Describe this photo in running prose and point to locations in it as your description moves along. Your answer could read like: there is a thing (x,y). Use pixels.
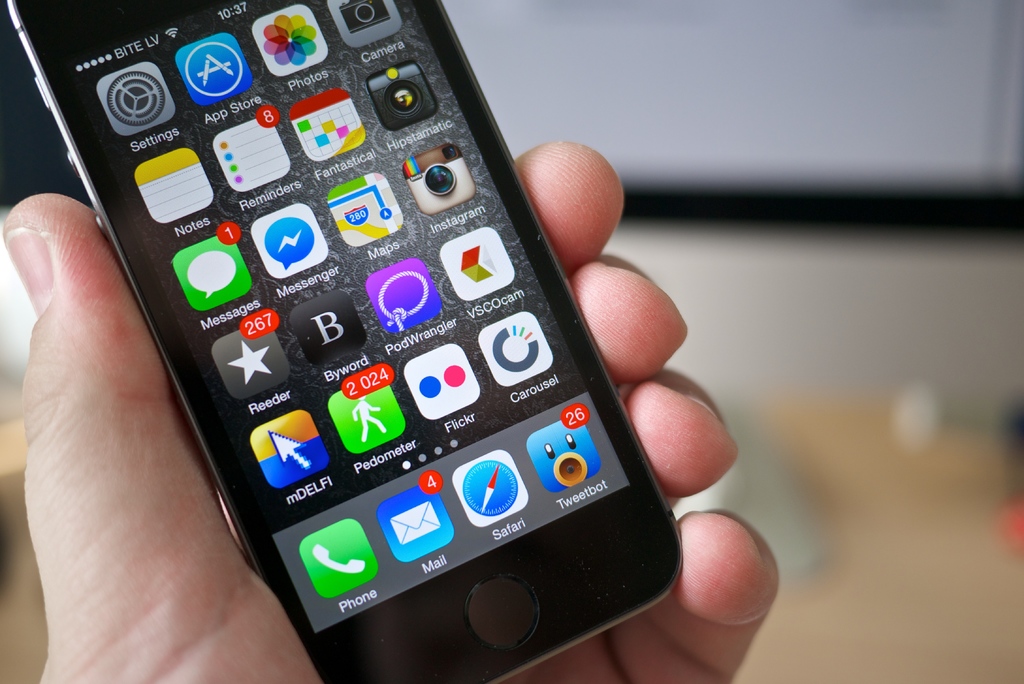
In this image I can see a human hand (170,587) holding a mobile (284,573) which is black in color and I can see few icons (371,288) on the screen (347,192). I can see the blurry background.
